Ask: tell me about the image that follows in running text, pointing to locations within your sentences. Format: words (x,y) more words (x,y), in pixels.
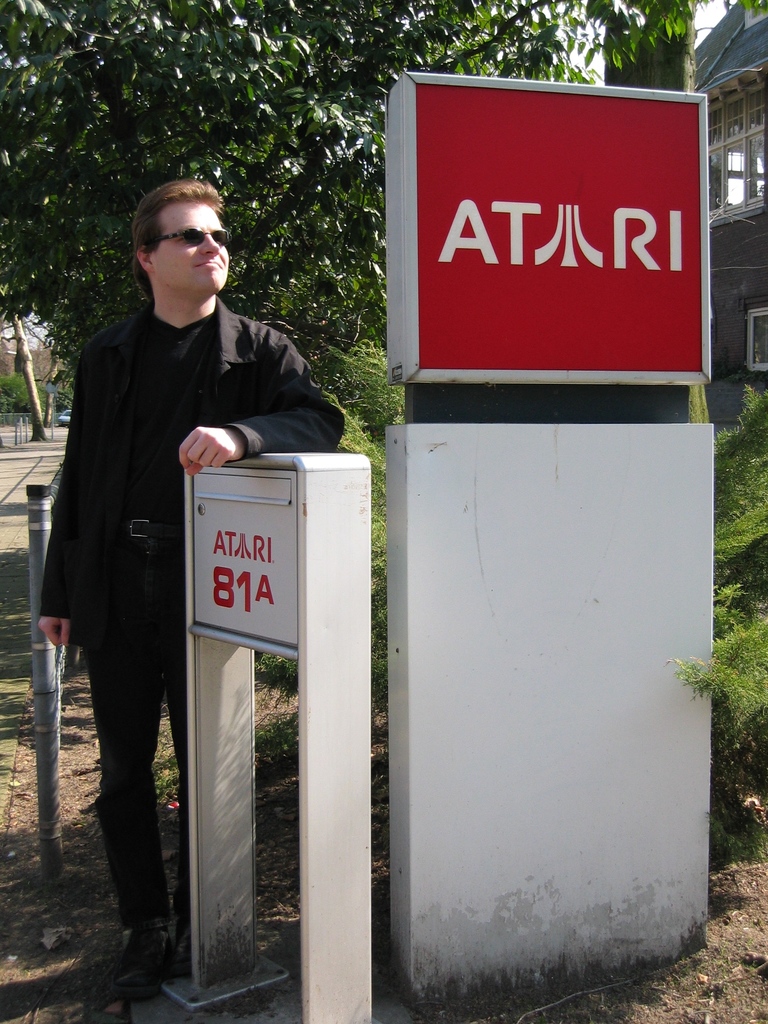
This picture is clicked outside. On the right (606,161) there are two boards (279,579) attached to the stands (567,589) and the text (265,560) is printed on the boards (442,230). On the left (168,322) there is a person (102,456) wearing black color blazer (110,548) and standing on the ground (175,781). In the background (175,781) we can see the trees (391,73), building (717,38), plants (753,575) and some other objects (38,525).
